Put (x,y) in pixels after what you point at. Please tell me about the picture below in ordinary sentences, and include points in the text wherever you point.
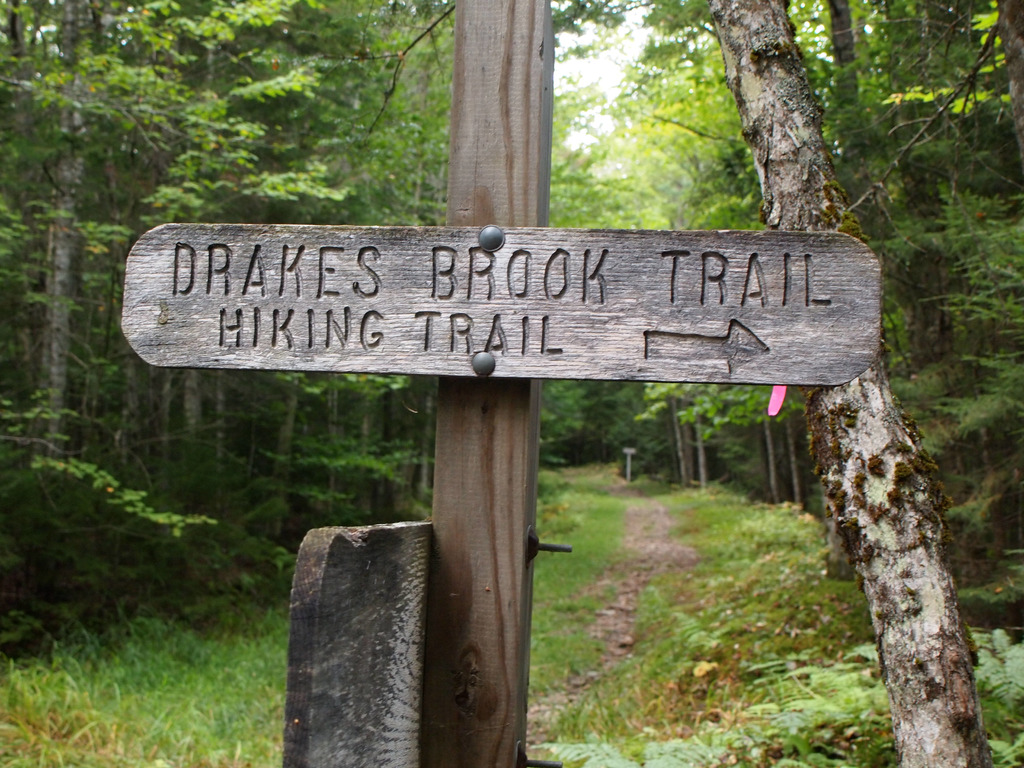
In this image we can see there is a wooden name plate (554,357) attached to a wooden pole (502,512). In the background (555,141) there are some trees (623,161).
